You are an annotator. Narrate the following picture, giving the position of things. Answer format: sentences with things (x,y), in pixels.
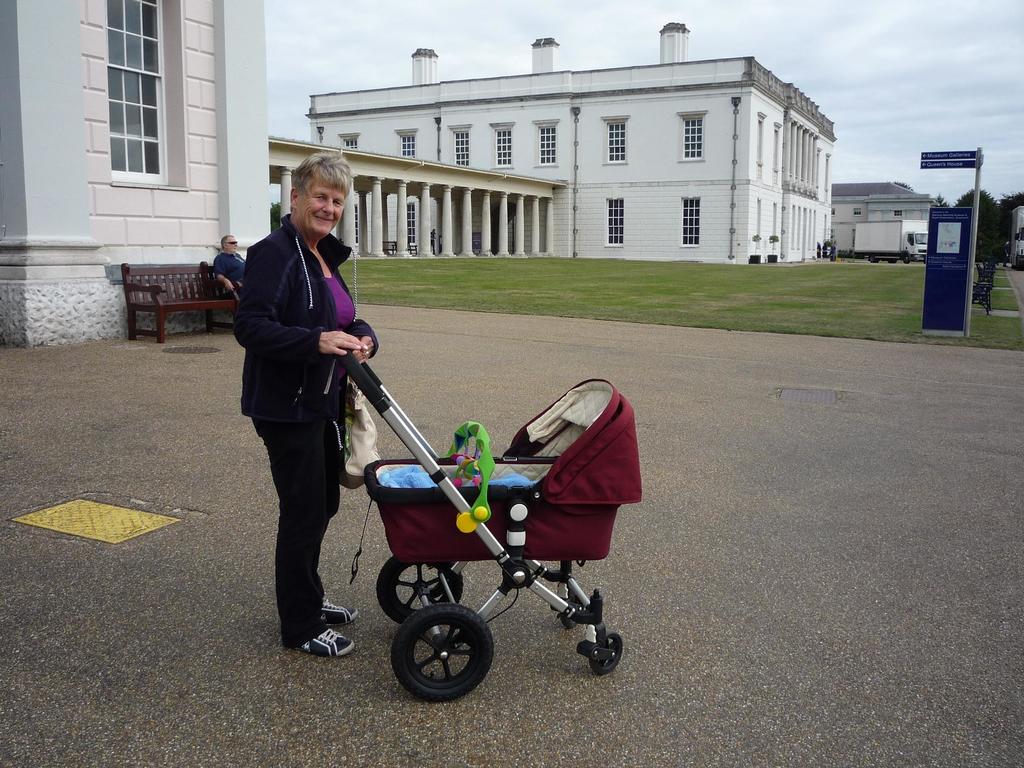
On the left side (275,410), there is a woman (277,426) in a black color dress (288,368), holding a handle (347,358) of a stroller (458,600), which is on a road (258,706). In the background (234,282), there is a person (243,264) sitting on a wooden chair (201,280). Behind him, there is a building (55,39) which is having a window (143,35), there are buildings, trees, vehicles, there are sign boards (930,266) attached to a pole (970,275) and there are clouds (857,32) in the sky (325,54).
